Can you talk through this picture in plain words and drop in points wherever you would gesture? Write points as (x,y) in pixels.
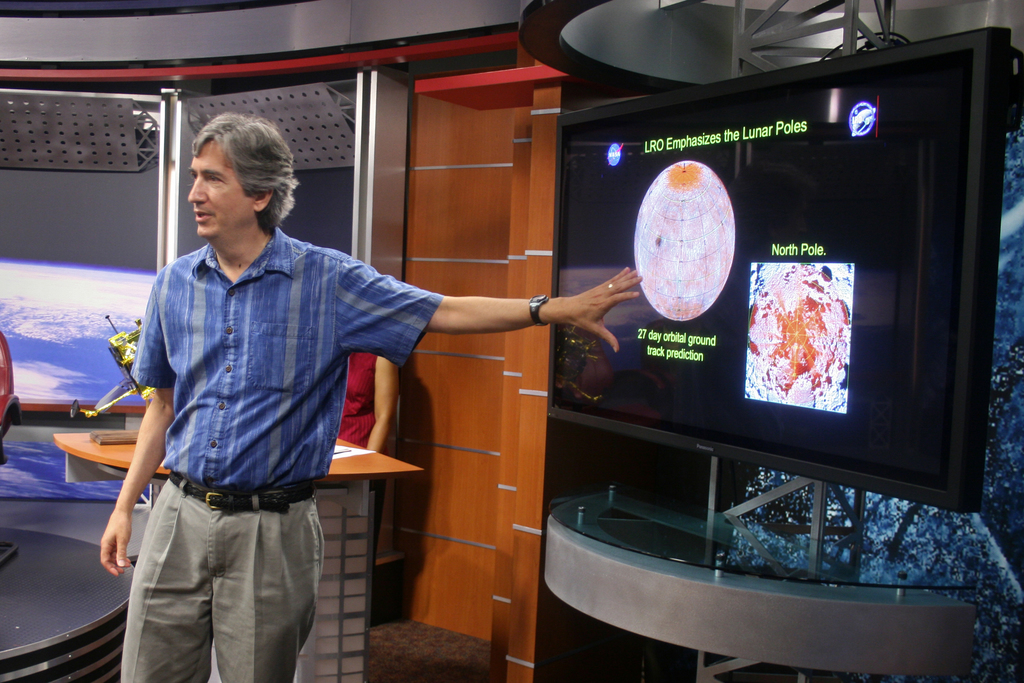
Man (230,332) standing near the television (865,327), here there is table (367,509) and on the table (358,462) there is paper (343,453).
